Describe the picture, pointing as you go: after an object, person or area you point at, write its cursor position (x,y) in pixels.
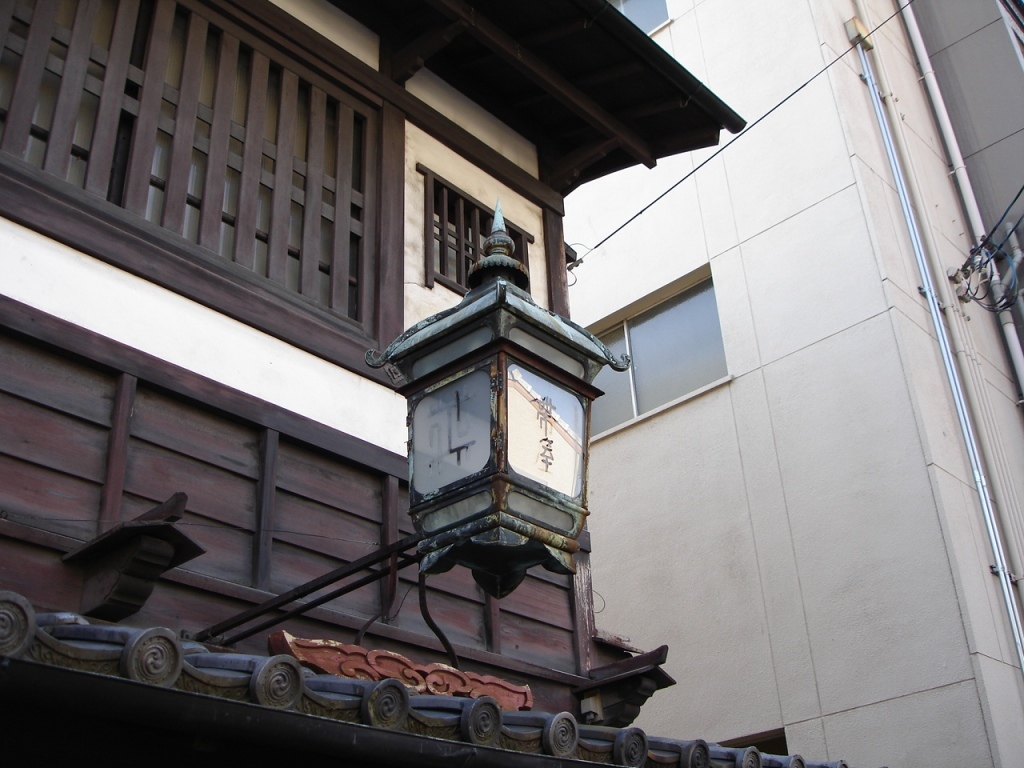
In this picture we can see a few buildings (100,473) from left to right. There is a lantern (618,368) and rods (418,561) visible on a building (44,581). There are a few glass objects (696,382), wires (962,268) and other objects (961,277) visible on a building (723,516) on the right side (686,368).
